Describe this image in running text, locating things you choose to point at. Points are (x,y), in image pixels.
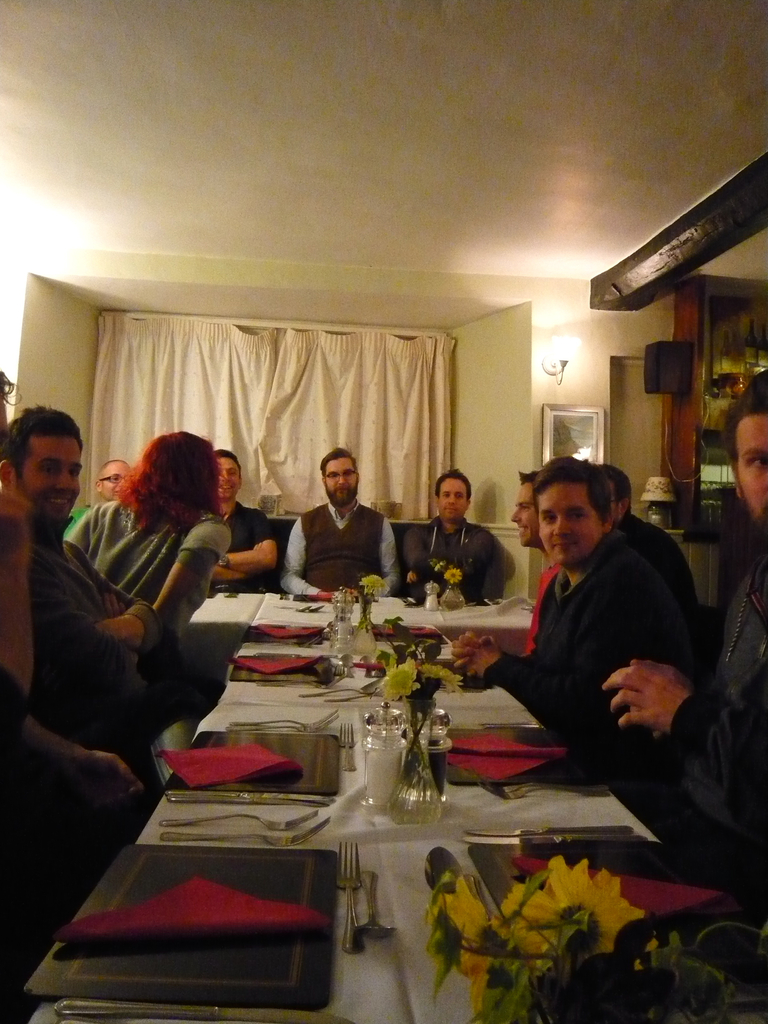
In this image there are group of people (616,627) sitting on the chair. On the table (399,844) there is a glass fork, spoon (362,934), cloth (188,914) and the flower vase (445,599). At the back side (492,460) there is a wall (476,426) and a curtain (356,412).
